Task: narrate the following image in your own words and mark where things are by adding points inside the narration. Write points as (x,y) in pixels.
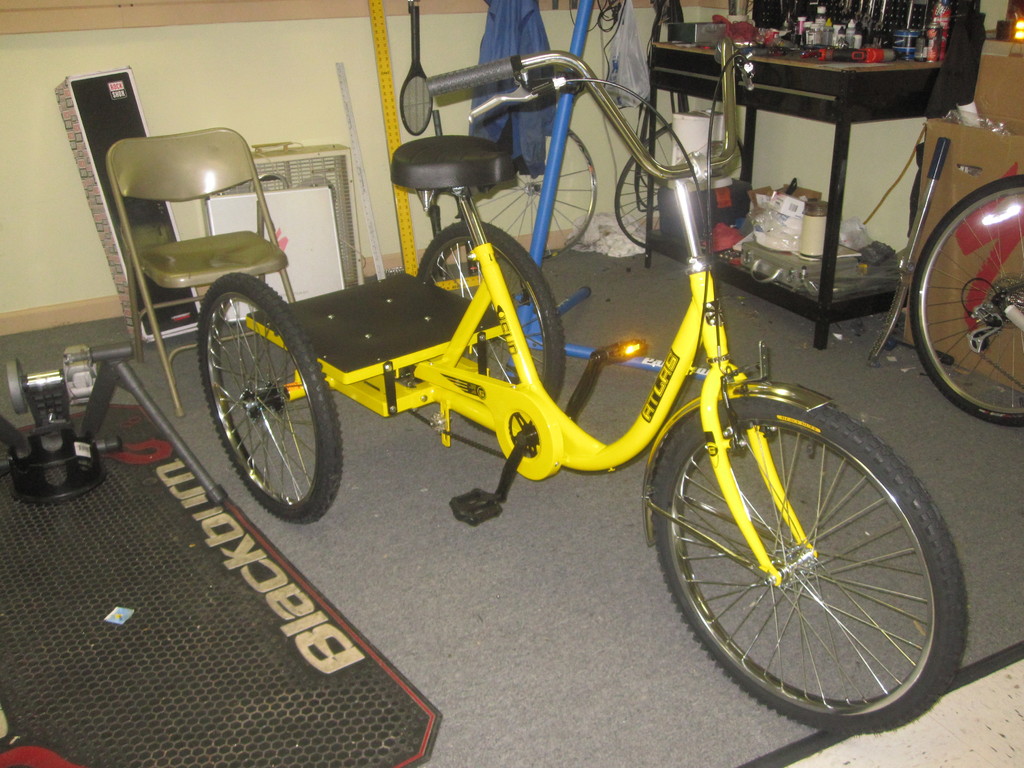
In the image we can see a bicycle (387,392), yellow and black in color. There is even a chair (202,266). Here we can see a bat (403,103), table (799,101) and on the table (783,104) there are objects (811,27) and a carton box (1017,124). Here we can see a wheel (563,198), carpet (469,478), whiteboard (302,235), stick (915,230), cable wires (614,22) and a floor (950,740).
